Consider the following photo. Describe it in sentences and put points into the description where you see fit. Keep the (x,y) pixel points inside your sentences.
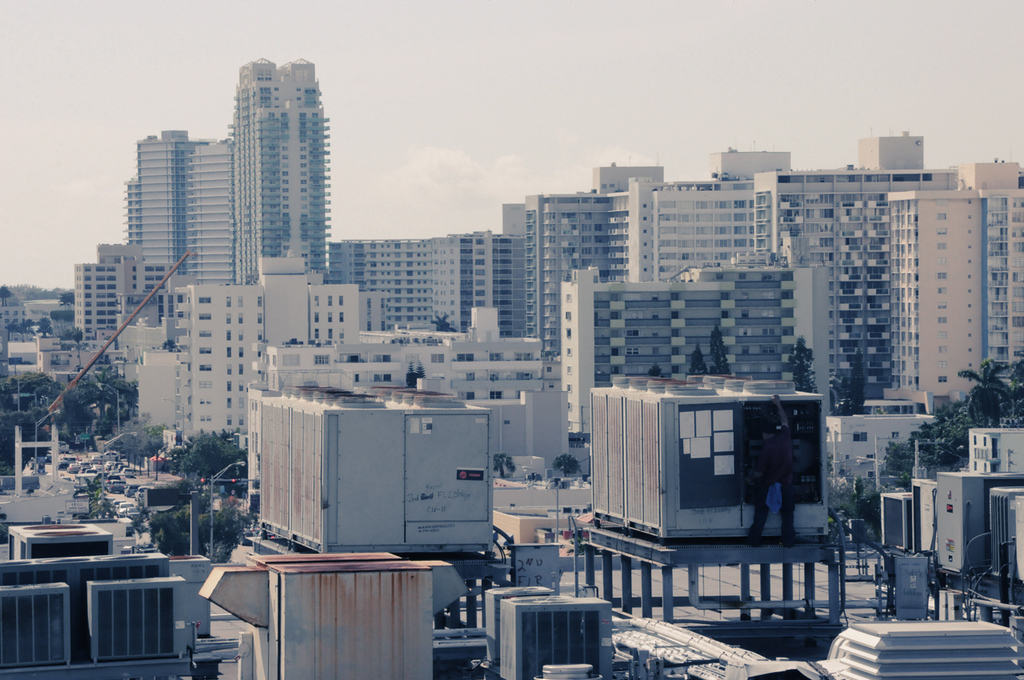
In this image we can see buildings (270,356), trees (941,460), vehicles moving on the road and the cloudy sky (624,48) in the background (434,65).
